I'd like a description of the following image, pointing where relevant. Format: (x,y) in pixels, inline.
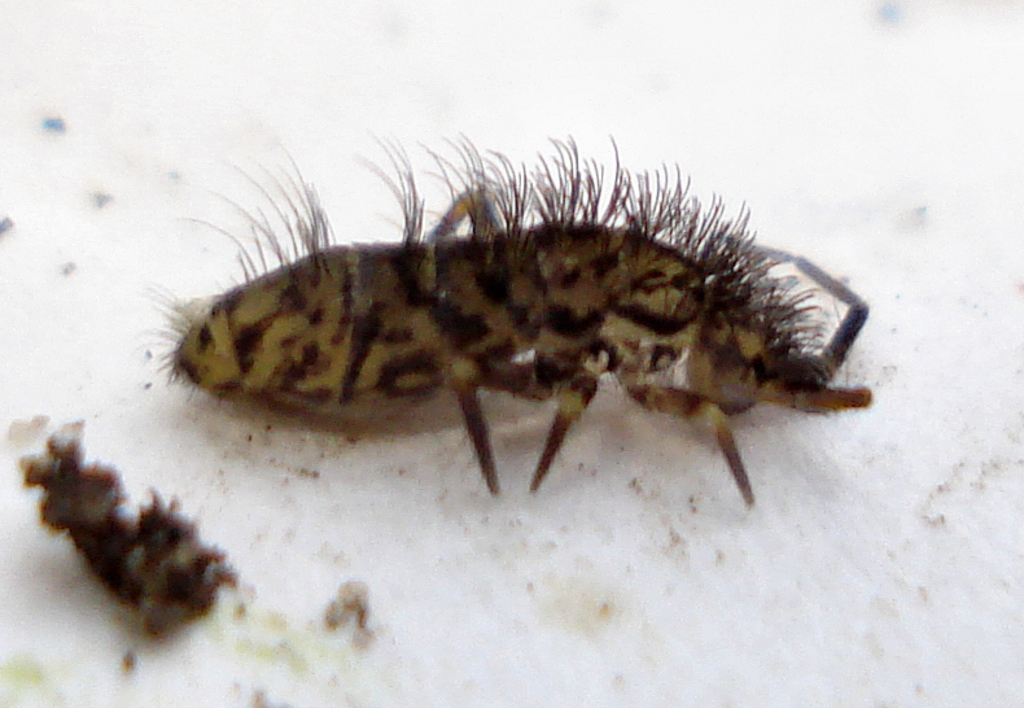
In the picture we can see an insect (576,303) on the white color surface (363,504), and to the insect (555,205) we can see some hair (647,216) and legs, and near it we can see some dust particles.
